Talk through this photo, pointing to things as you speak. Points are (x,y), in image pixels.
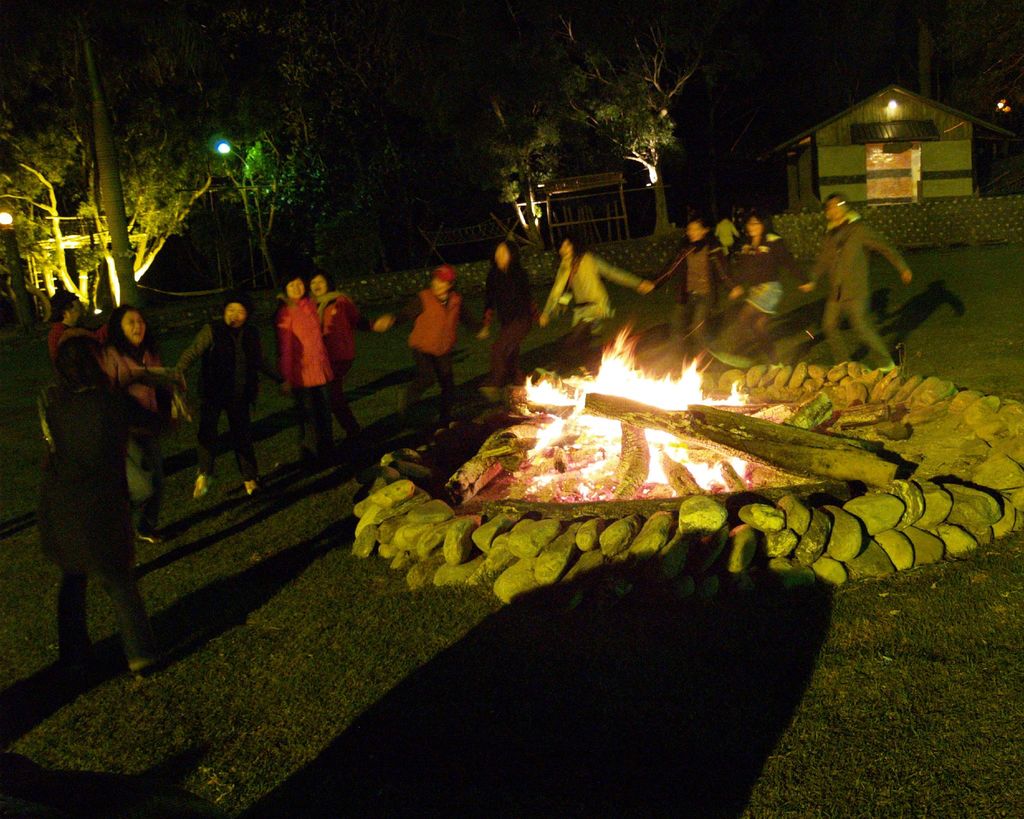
In the foreground (400,456) I can see flames (685,407), stones (591,526) and a group of people (143,508) are performing dance on grass (321,627). In the background (354,261) I can see a fence (587,222), trees (326,263), lights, houses (824,181) and poles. This image is taken may be during night in a park (705,625).
